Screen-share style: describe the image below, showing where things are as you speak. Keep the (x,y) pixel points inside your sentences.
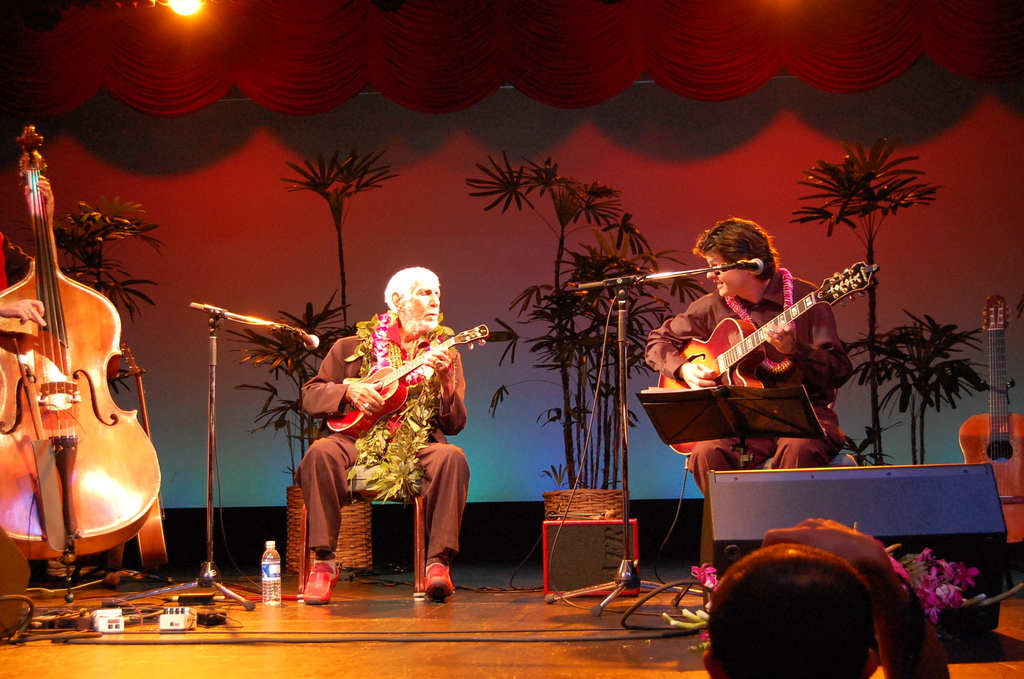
In this image I see 3 persons (724,222), In which 2 of them are sitting and everyone are holding an instrument (95,321) and they are on the stage (265,607). In the background (90,211) I see few plants (81,252) and the curtain (643,34).
